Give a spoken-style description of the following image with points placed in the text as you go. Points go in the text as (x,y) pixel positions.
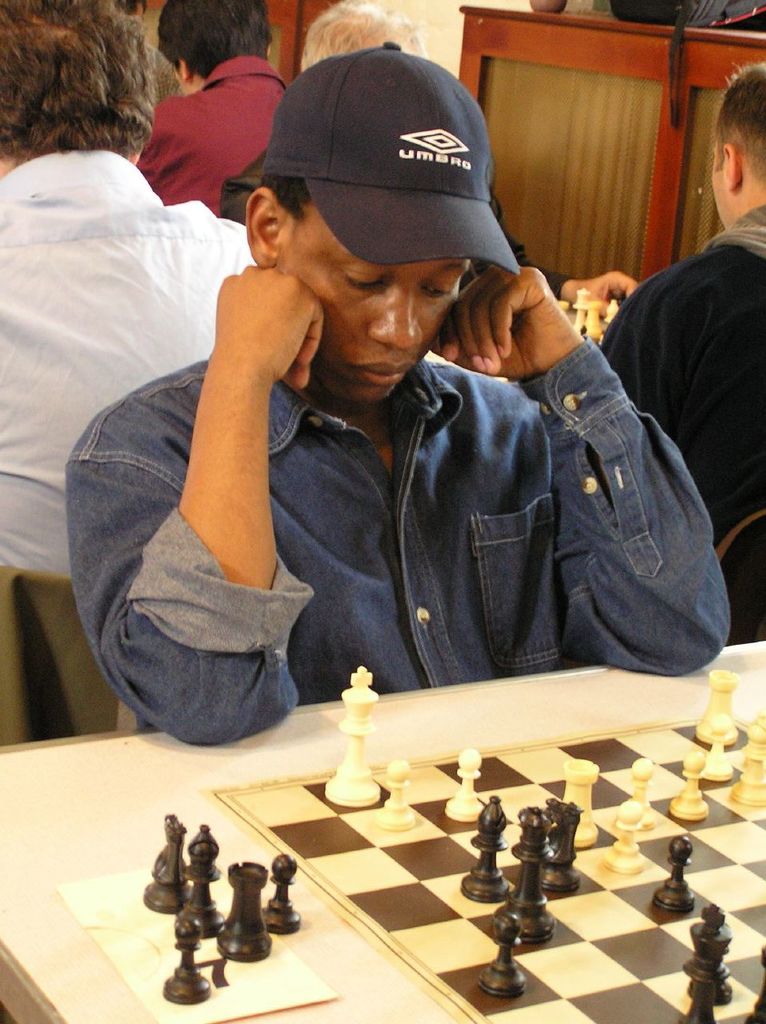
In this picture we can see some people (308,155) are sitting on the chair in front of them there is a table (415,1013) on the table (400,1010) there is a chess board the person (369,538) is looking into the chess board (345,848) and beside the board (432,980) there is a few chess pieces (196,919).
